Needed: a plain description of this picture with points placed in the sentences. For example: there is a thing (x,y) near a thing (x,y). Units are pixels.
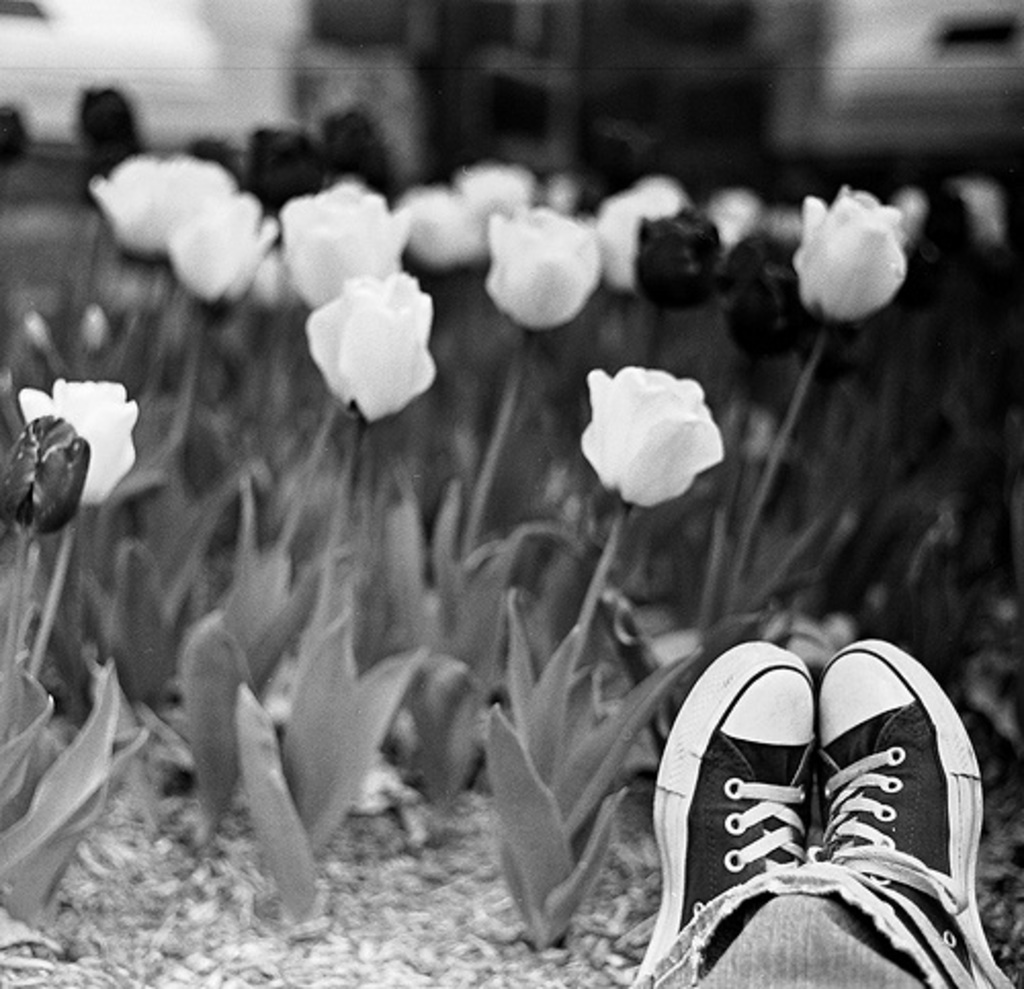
In this image, we can see some flowers (127,145). There are shoes (827,788) in the bottom right of the image (827,788).
